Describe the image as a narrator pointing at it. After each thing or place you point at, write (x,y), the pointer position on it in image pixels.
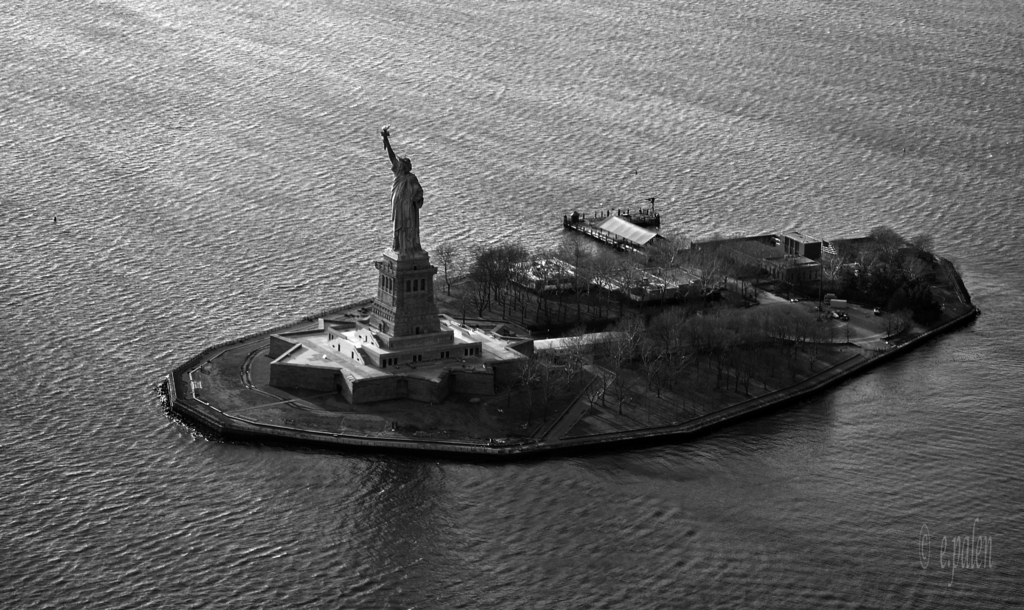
In this picture we can see statue of liberty (397,199). Here we can see an island (773,352) on which we can see buildings (694,288), trees (911,271), grass (555,315), vehicles (880,315) and road (842,324). On the bottom right corner (970,557) there is a watermark (957,568). Around the island (945,288) we can see water (116,190).
